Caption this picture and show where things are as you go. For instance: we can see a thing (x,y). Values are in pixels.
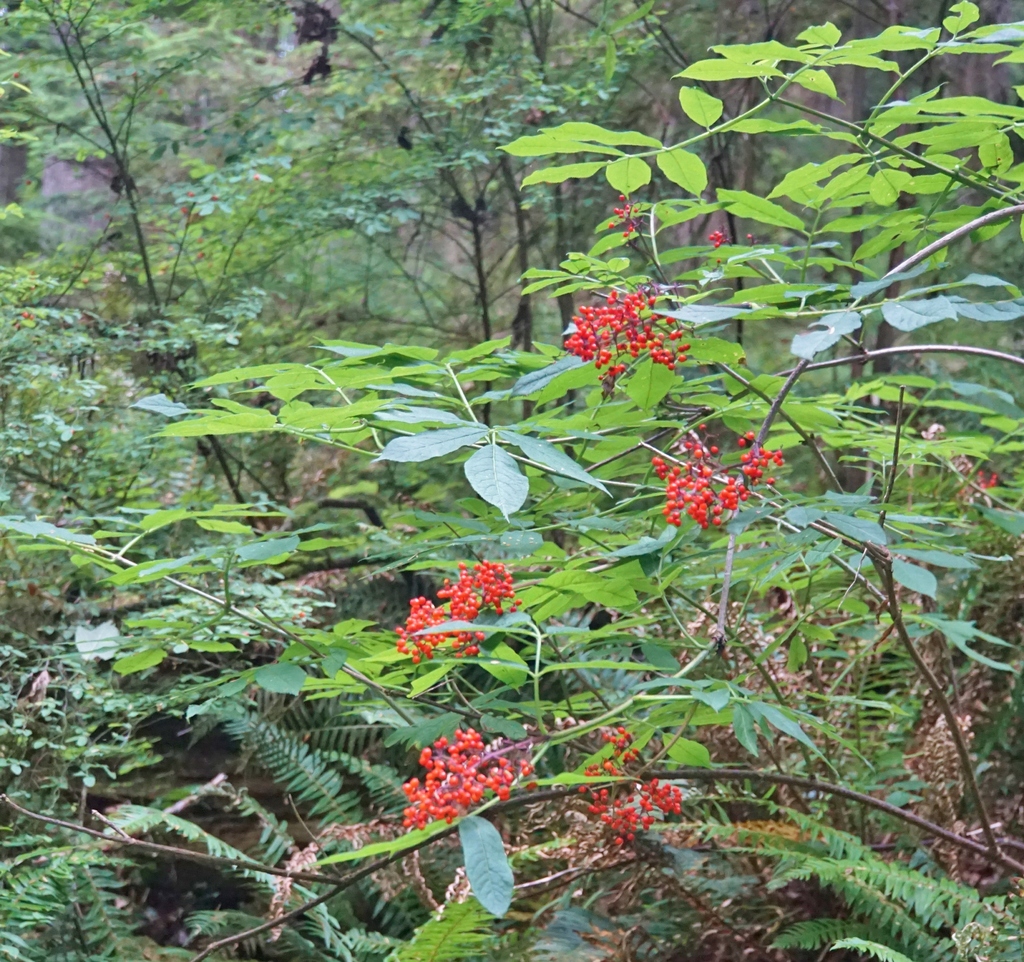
In this picture there are plants (668,253) around the area of the image, there are red color berries (476,741) on the plant (462,667).
